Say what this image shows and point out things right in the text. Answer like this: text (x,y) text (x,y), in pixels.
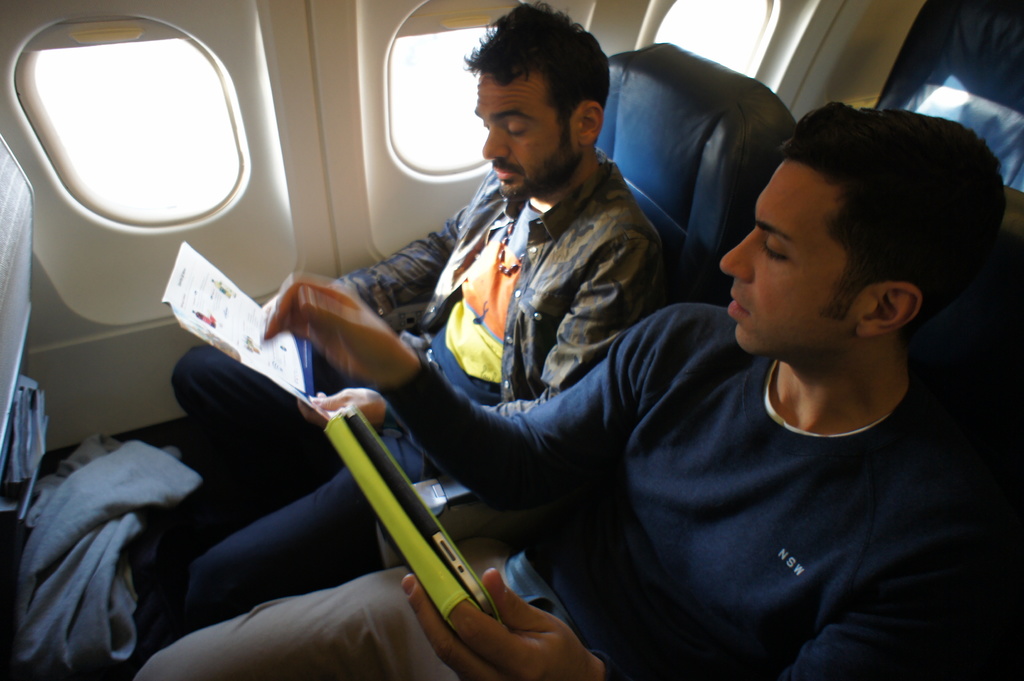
This is an inside view of an aeroplane (138,174). Here two men (586,377) are sitting on the seats (667,263). One man (663,493) is holding a device (425,570) in the hand (501,611) and another man (517,309) is holding a book (312,348) and looking into the book (229,304).
